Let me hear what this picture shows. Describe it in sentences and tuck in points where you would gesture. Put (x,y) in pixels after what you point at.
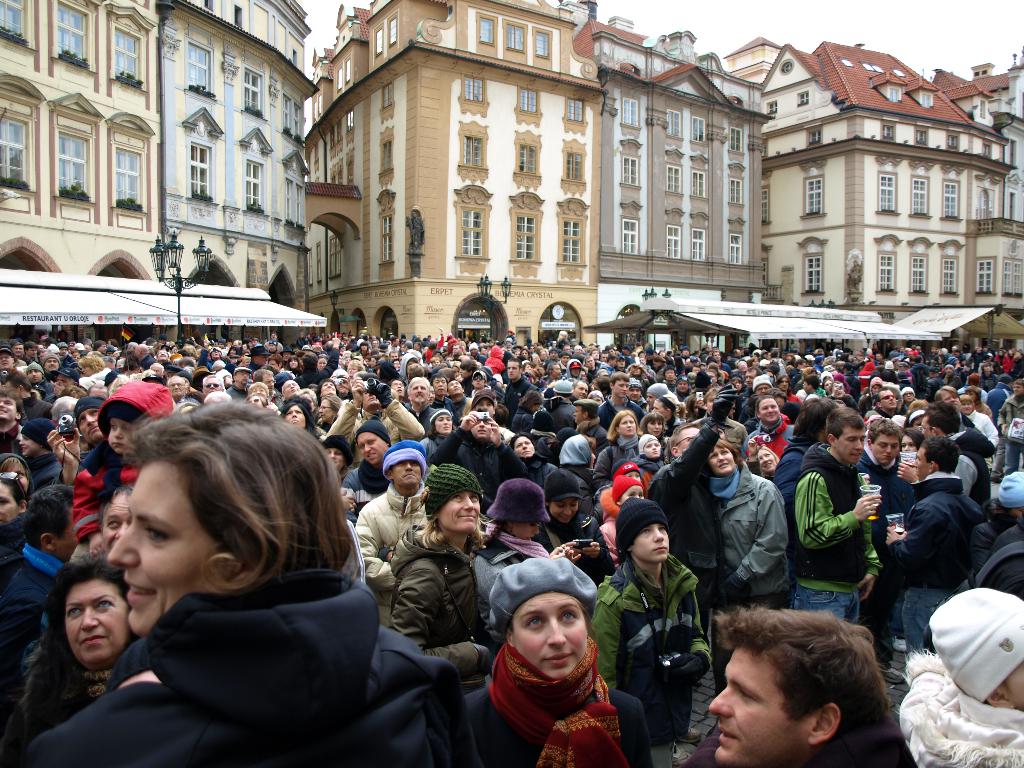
In this picture there are group of people (435,546) standing and few people (492,432) are holding the cameras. At the back (741,253) there are buildings (539,281) and tents (716,314) and there are street lights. At the top (692,9) there is sky (716,6).
